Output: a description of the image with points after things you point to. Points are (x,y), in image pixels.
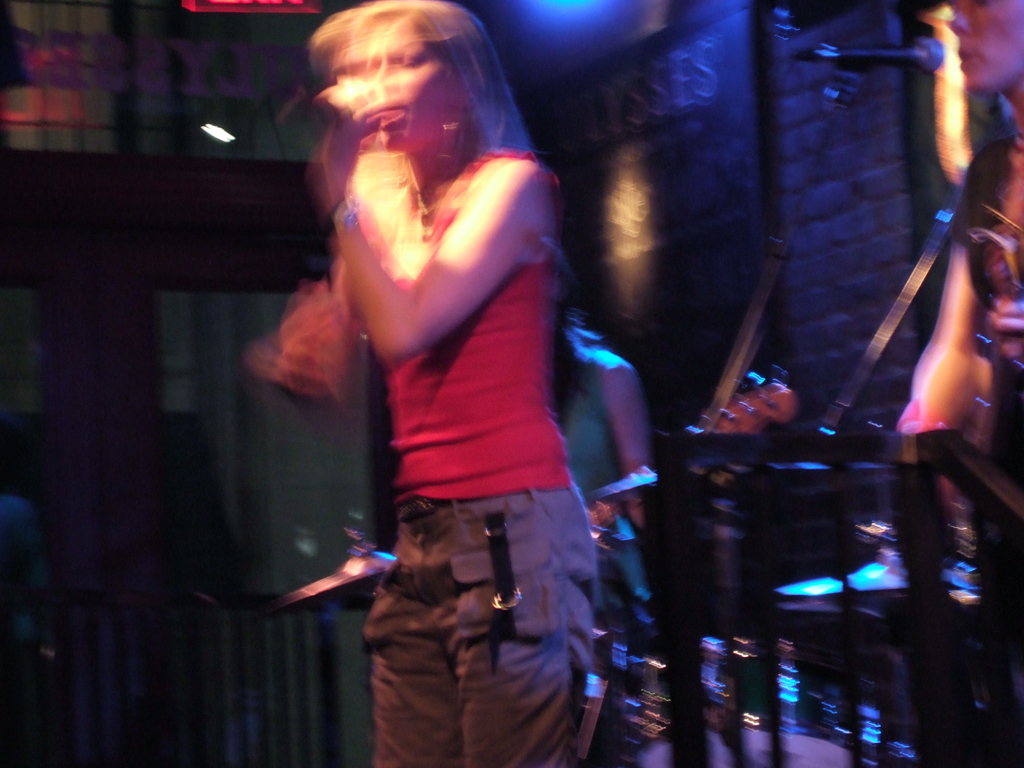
In this image in the center (490,353) there is one woman (464,348) standing and she is holding a mike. On the right side (997,345) there is one person (980,227), in front of him there is a mike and in the background (611,449) there is another person (599,420) and some drums (882,566) and some objects (755,408), wall (787,118), glass windows (216,319) and lights (626,239).
